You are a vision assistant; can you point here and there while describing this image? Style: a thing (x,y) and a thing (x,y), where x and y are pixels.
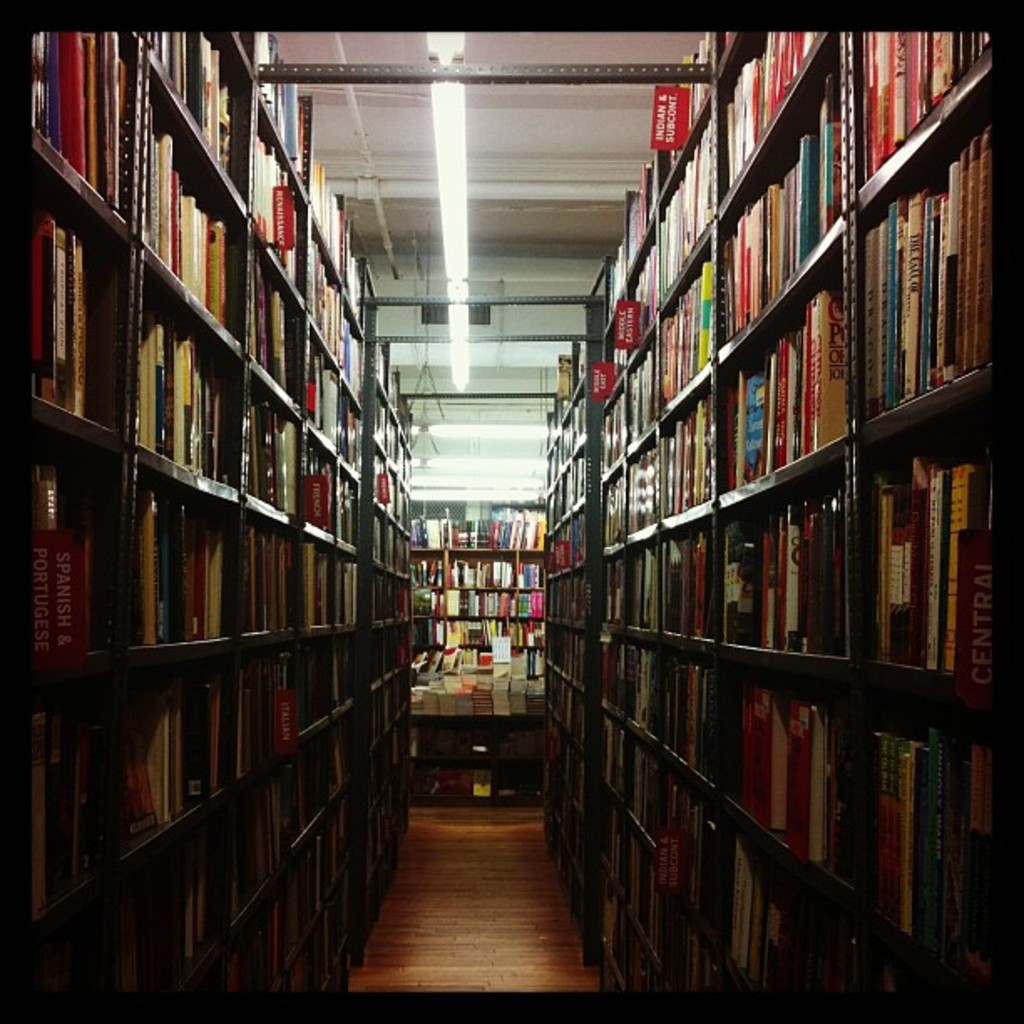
In the picture we can see a library (575,729) with full of book racks (131,322) and between the two racks (338,538), we can see a floor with wooden mat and in the background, we can see a rack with full of books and behind it we can see a wall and to the ceiling (477,173) we can see the lights (459,180).
